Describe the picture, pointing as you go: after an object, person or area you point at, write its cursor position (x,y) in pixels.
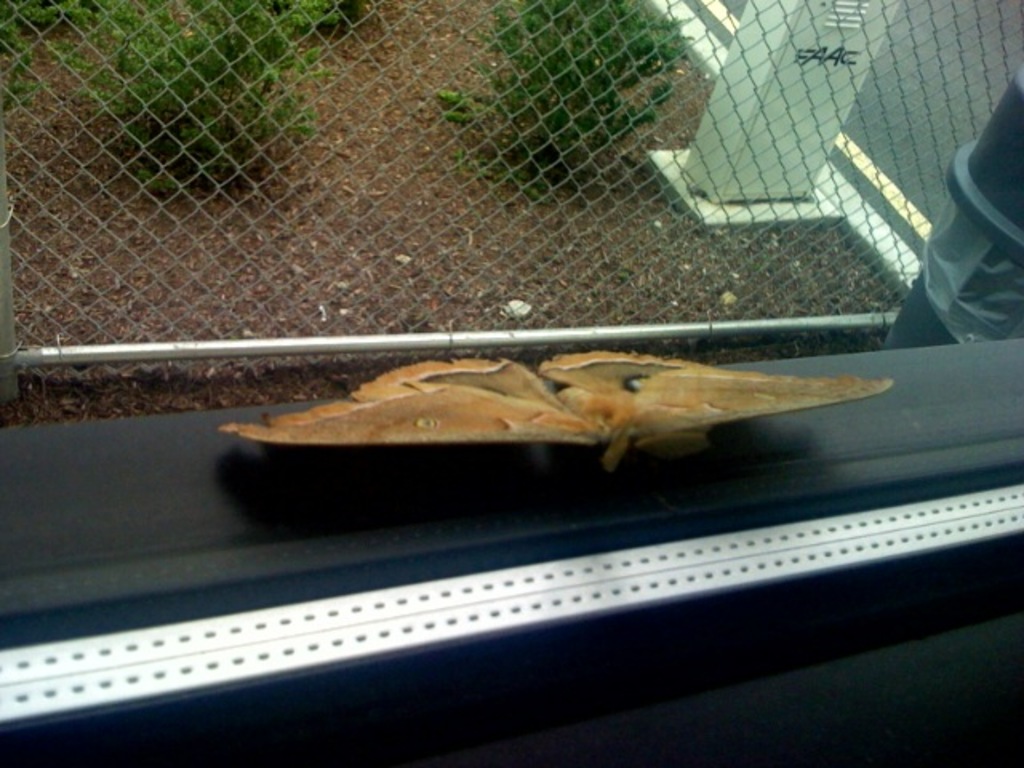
In this picture I can see a moth (551,431) near the window frame (763,433), there are plants (291,26), there is wire fence (947,105), there is road (938,116) and there is a white box (709,152) with a door (886,4).
